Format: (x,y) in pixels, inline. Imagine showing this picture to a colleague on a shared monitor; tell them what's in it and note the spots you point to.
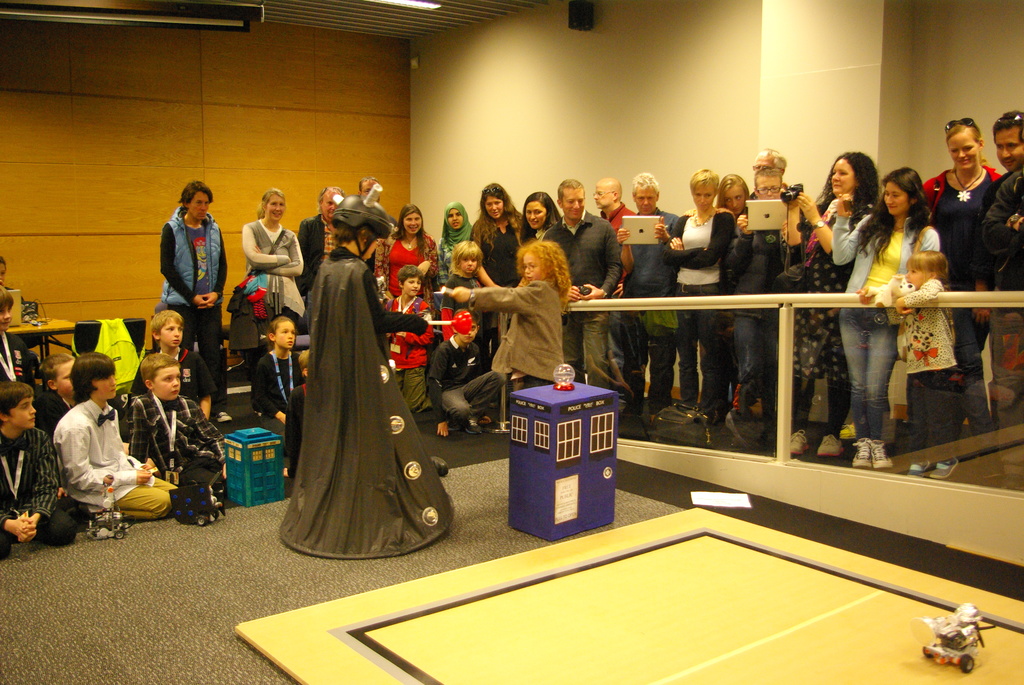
At the bottom of the picture (288,622) we can see mat (730,638) and toy (980,632). In the middle of the picture (538,237) there are people (402,247), kids (129,470), toys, table (55,325), backpack (131,367) and hand railing (787,317). In the background (459,121) it is wall (265,75). At the top (419,19) there is ceiling (419,19).
